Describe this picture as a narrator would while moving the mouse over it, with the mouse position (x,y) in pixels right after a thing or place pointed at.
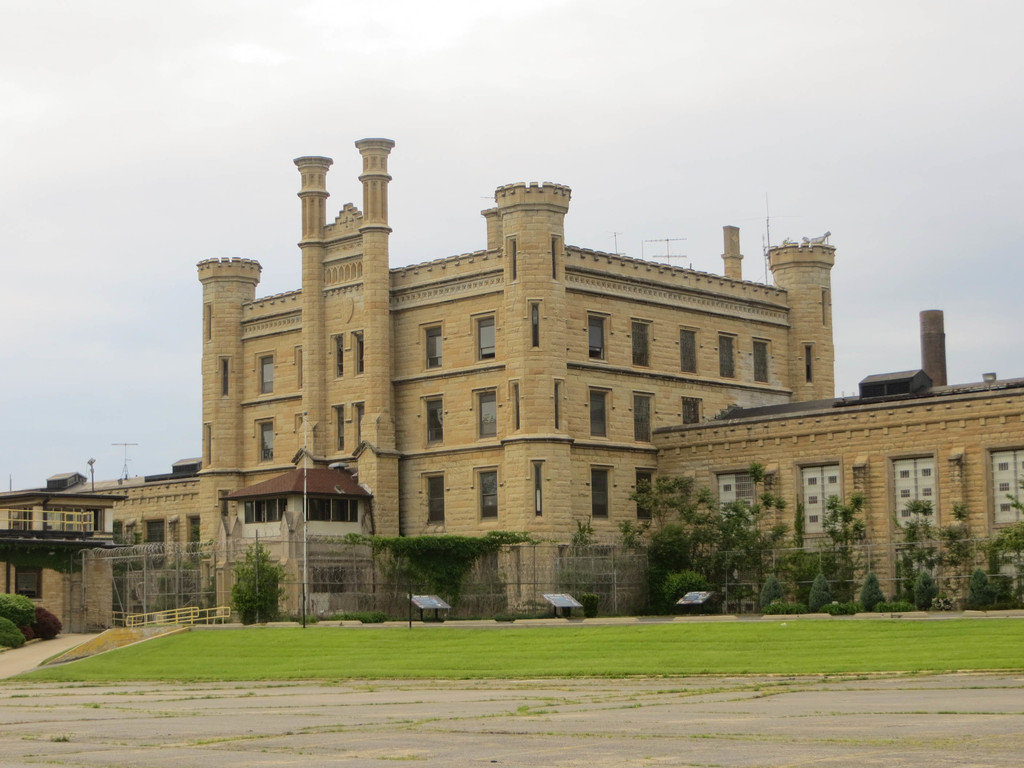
In this image we can see buildings (337,280) with windows (602,415), poles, plants (652,496), grass (897,659) and in the background (517,80) we can see the sky (223,158).
